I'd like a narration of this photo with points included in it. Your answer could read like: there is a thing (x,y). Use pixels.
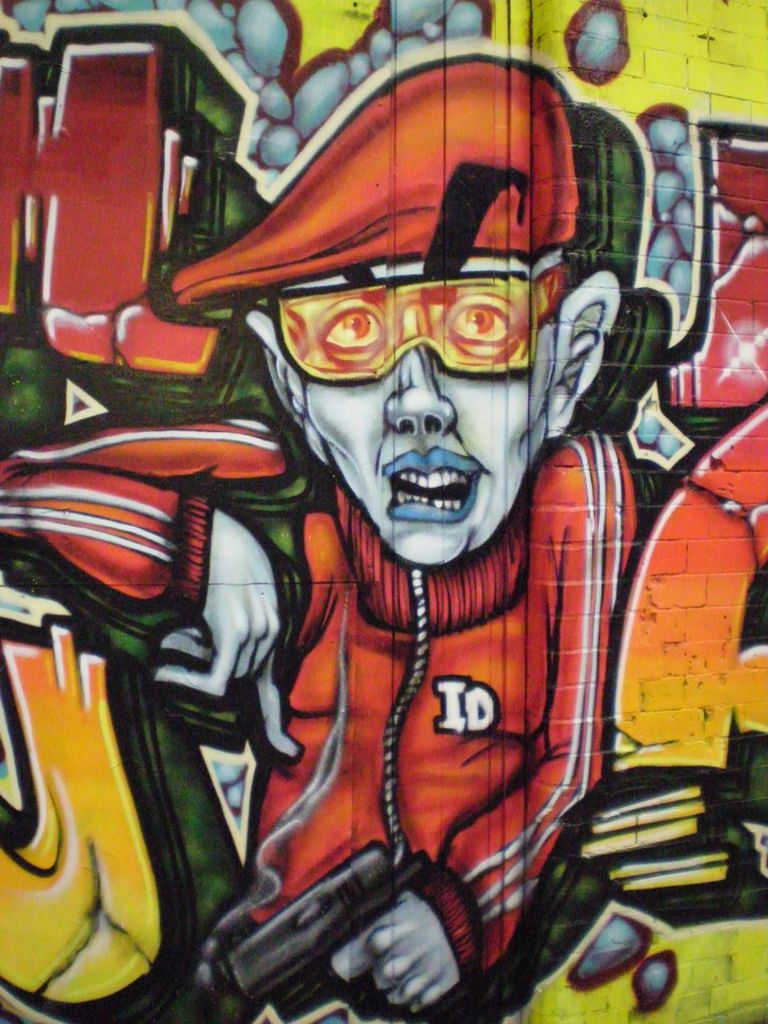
We can see painting (306,671) of a person (541,802) on the wall (513,30).
